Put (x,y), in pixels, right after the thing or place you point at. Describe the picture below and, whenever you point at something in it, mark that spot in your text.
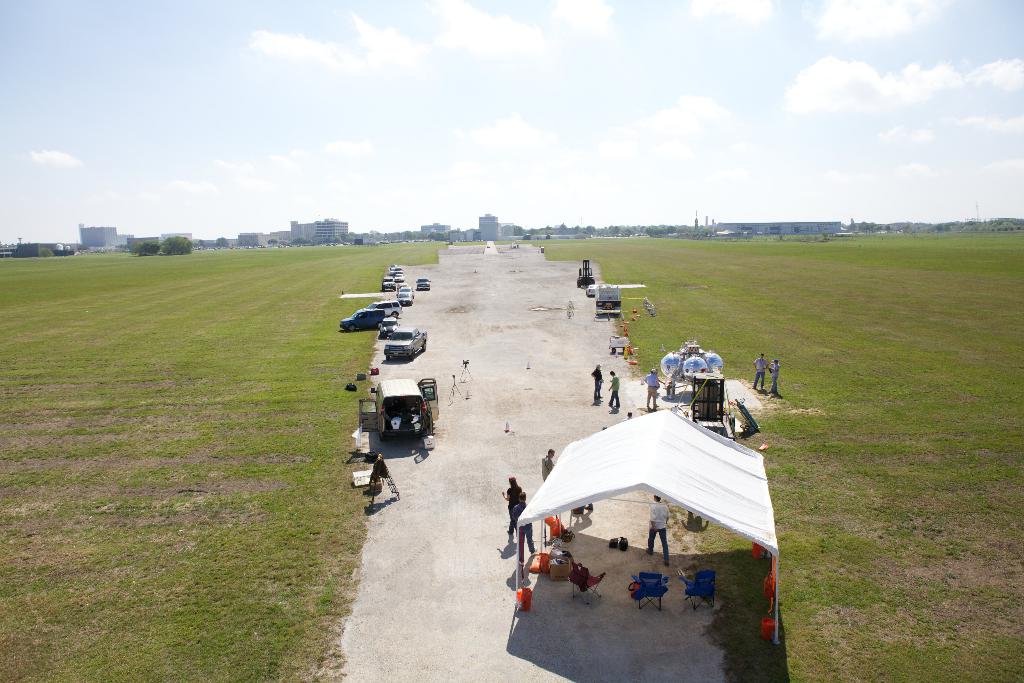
In this picture we can see vehicles (422,282) on the road (528,352), tent (633,422), chairs (579,562) and some people (509,487) standing, grass (278,304), buildings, trees (853,227) and some objects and in the background (478,119) we can see the sky (433,124) with clouds (922,86).
